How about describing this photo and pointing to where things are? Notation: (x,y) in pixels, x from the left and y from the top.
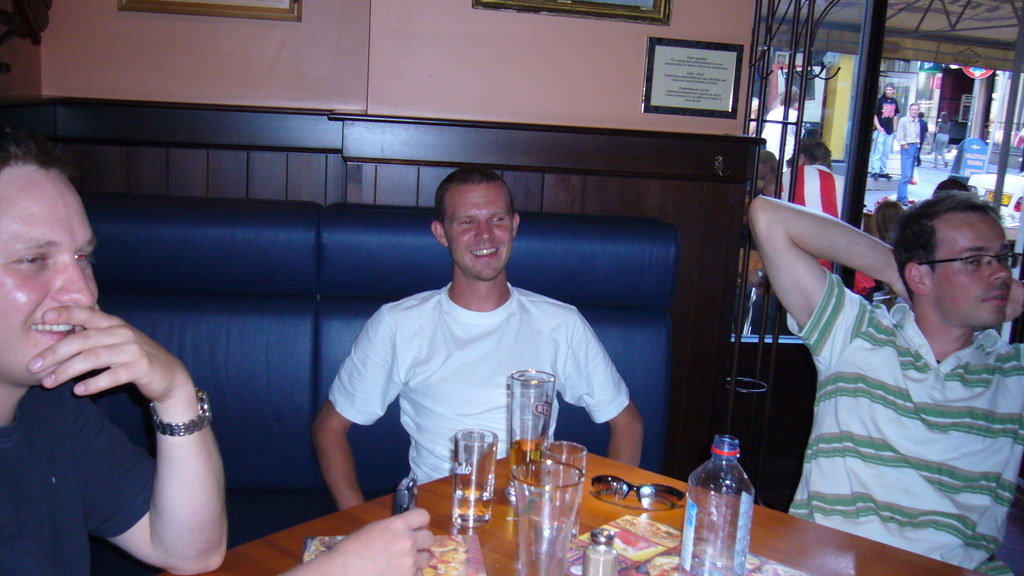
In front of the image there are three people (415,355) sitting on sofas (235,403), in front of them on the table (499,525) there are glasses (513,497) and some other objects (639,486), behind them there are photo frames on the wall (539,189), beside the wall (571,205) there is a grill entrance door (864,140) connecting to the outside where we can see some people (835,177) sitting and some people (874,174) standing on the roads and there are name boards (964,148), sign boards (980,154) and other shops (929,134).
